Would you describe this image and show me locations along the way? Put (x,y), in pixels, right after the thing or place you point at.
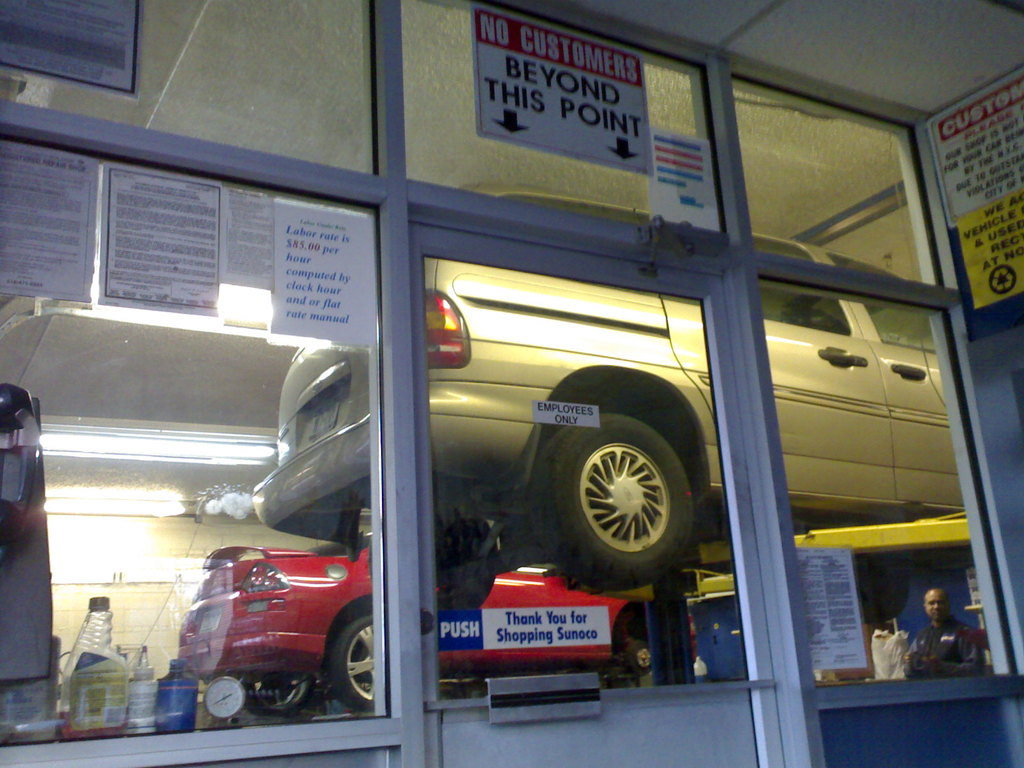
In this picture we can see posters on the glass doors (749,514), from the glass (566,564) we can see vehicles (575,562), person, clock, bottles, lights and some objects (224,496) and we can see a wall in the background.
